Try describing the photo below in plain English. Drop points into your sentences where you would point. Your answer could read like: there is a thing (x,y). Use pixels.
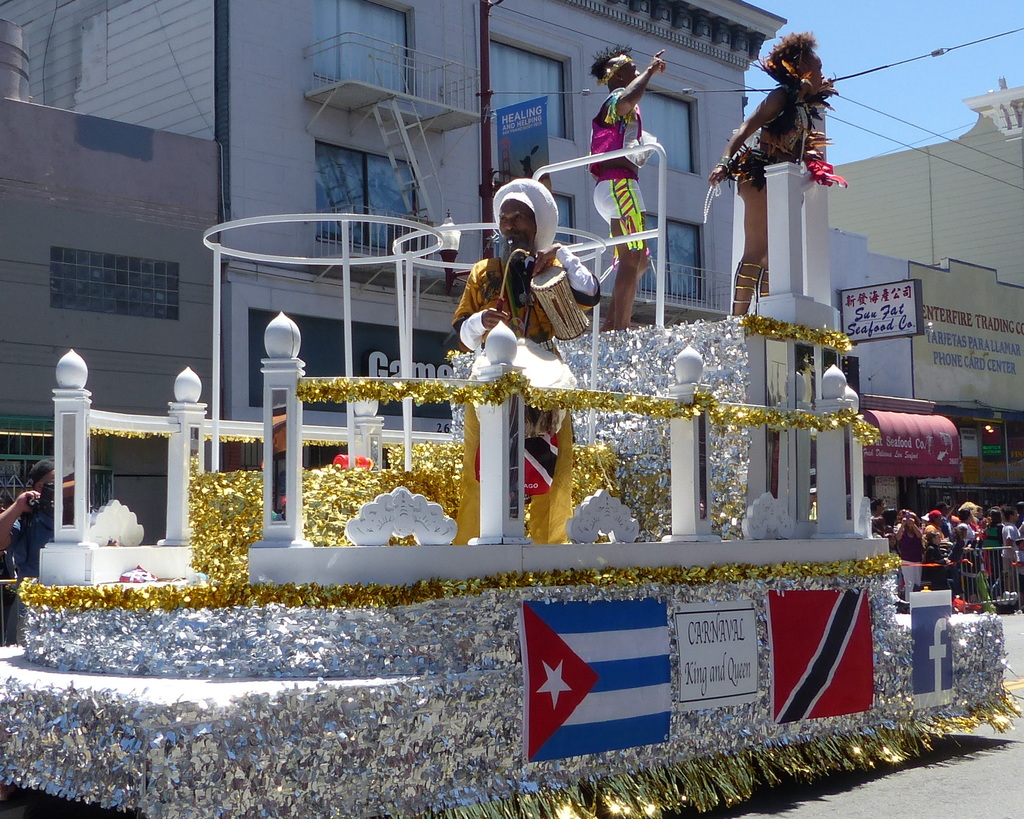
In this image I can see a cart (239,494) decorated and three people (469,512) in this cart (785,291). I can see a building (534,45) behind the cart (488,505). On the right side of the image (982,510) I can see a crowd of people (928,535) and some shops (914,405).
